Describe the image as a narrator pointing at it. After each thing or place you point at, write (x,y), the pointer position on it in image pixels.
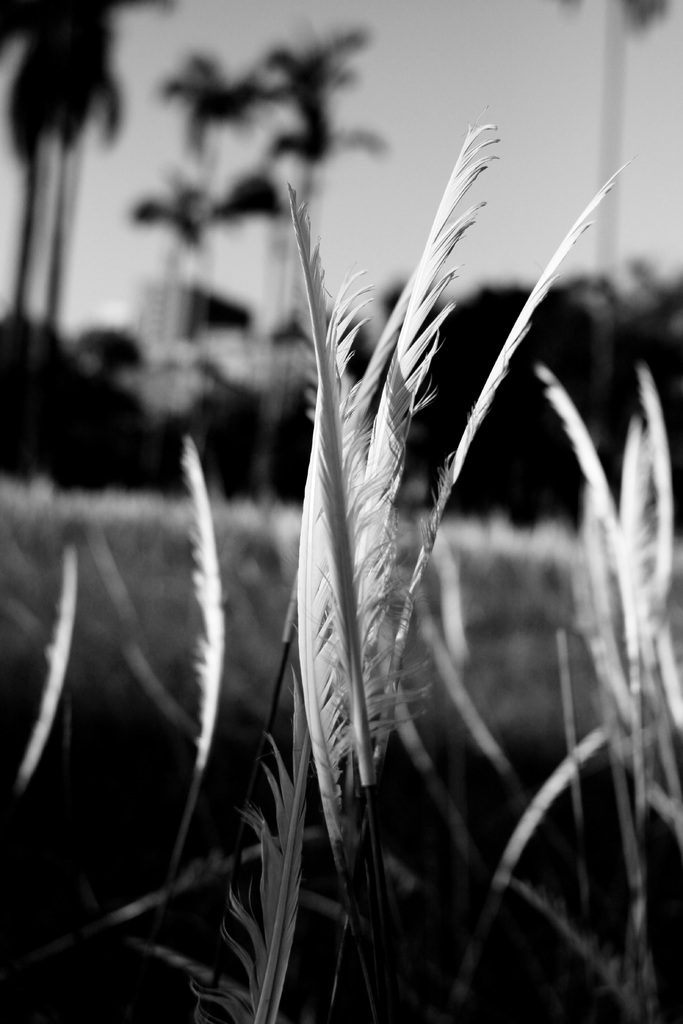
In this image we can see an object (583,474) that looks like a grass (380,582). In the background of the image (322,214) there are some trees (588,411) and the sky (489,189).
